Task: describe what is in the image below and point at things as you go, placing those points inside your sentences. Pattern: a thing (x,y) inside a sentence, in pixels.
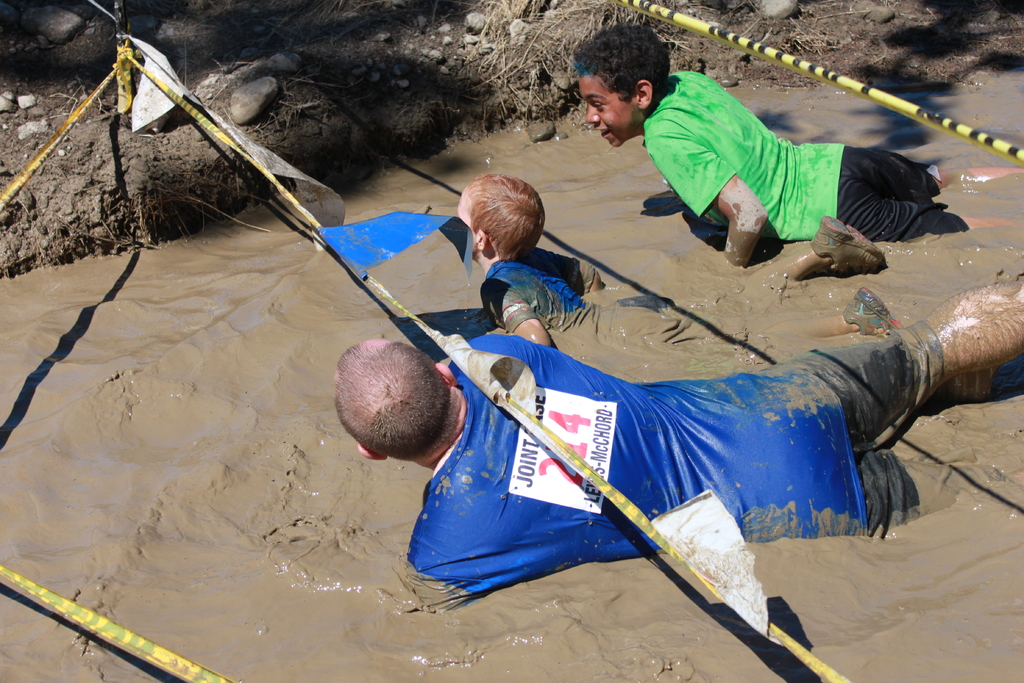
In this image we can see people (639,108) in the sludge (378,535). In the background (42,17) there are stones (260,94), plants (546,26) and ropes (187,112).
